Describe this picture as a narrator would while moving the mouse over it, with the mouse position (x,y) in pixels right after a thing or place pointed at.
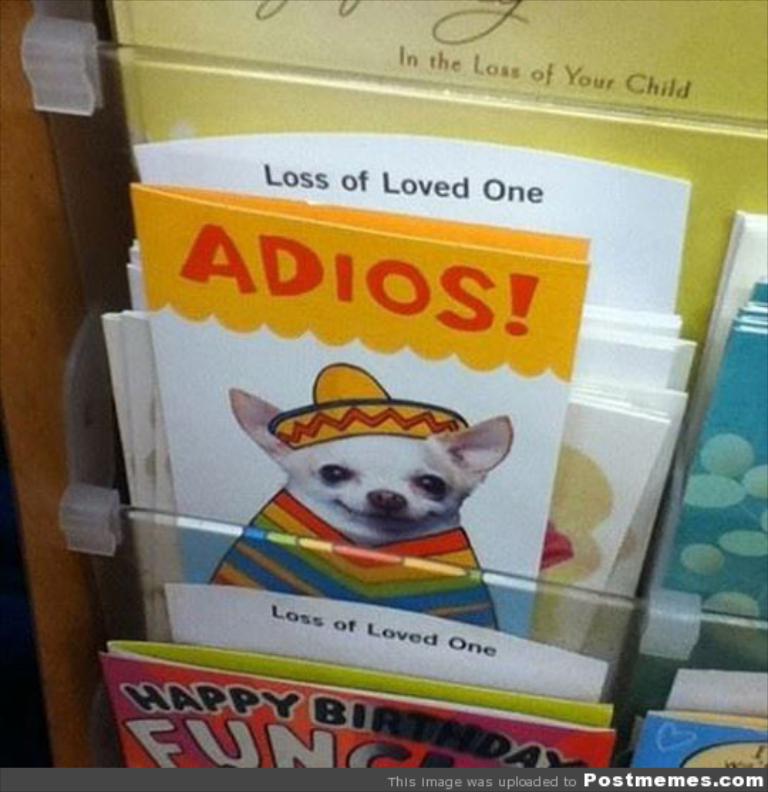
In the picture I can see the greeting cards (413,406). I can see the dog (439,465) on the greeting card (435,453).
